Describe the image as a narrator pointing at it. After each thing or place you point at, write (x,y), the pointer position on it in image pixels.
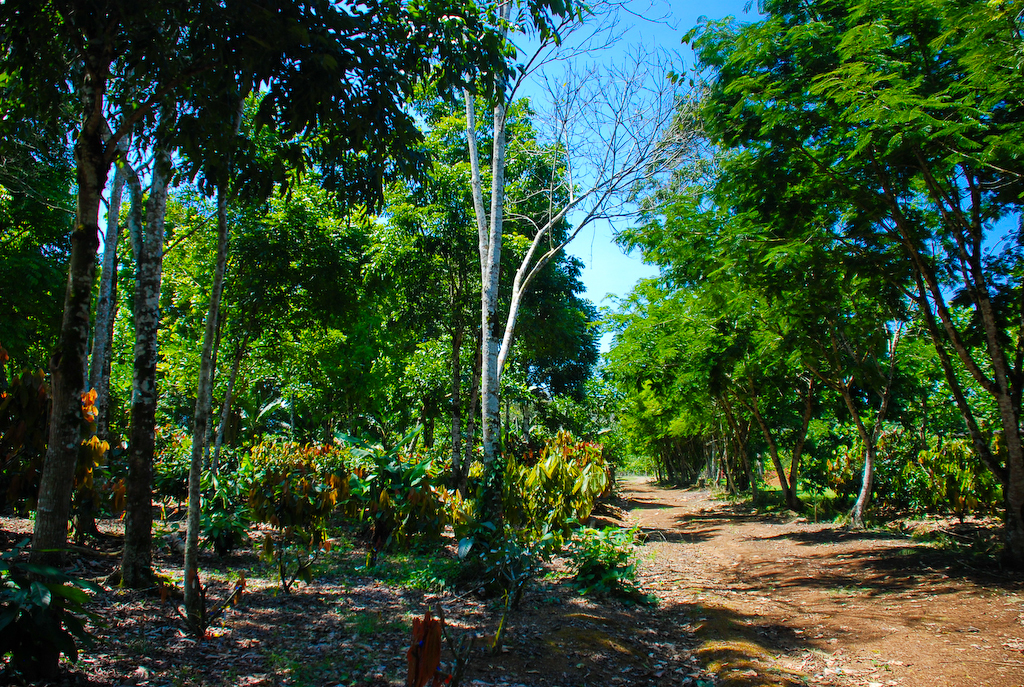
In this picture there are trees (616,463) in the image and there is path (906,661) at the bottom side of the image (700,584).
